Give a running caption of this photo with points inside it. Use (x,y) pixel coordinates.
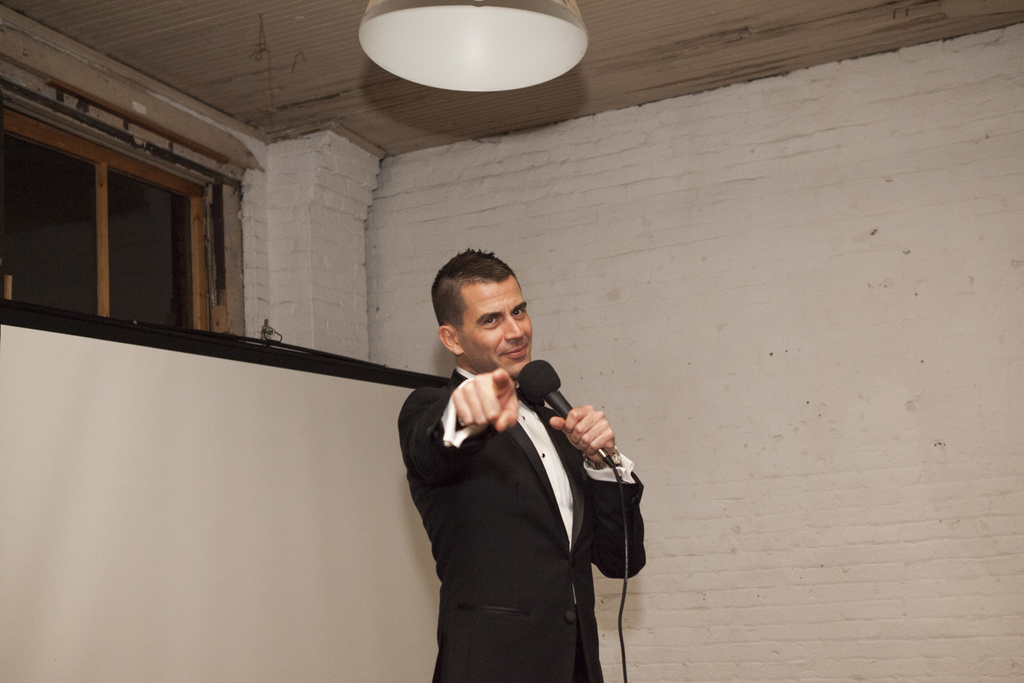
This picture shows a man (569,527) standing with a smile (523,356) on his face (521,370) and holding a microphone (540,364) in his hand (570,427) and we see a projector screen (389,436) back of him.
